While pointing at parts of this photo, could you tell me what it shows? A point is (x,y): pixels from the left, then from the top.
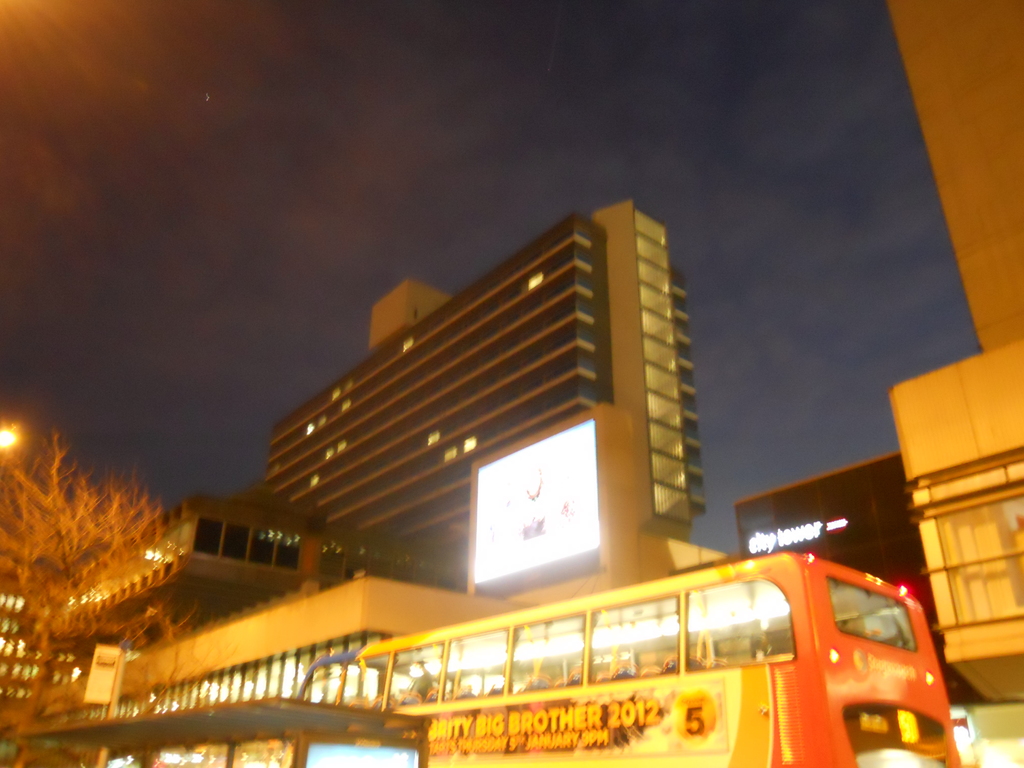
In this image there is a bus (706,723). Left bottom there is a tree (97,539). Background (913,551) there are few buildings (817,490). Top of the image (603,107) there is sky (540,139).
